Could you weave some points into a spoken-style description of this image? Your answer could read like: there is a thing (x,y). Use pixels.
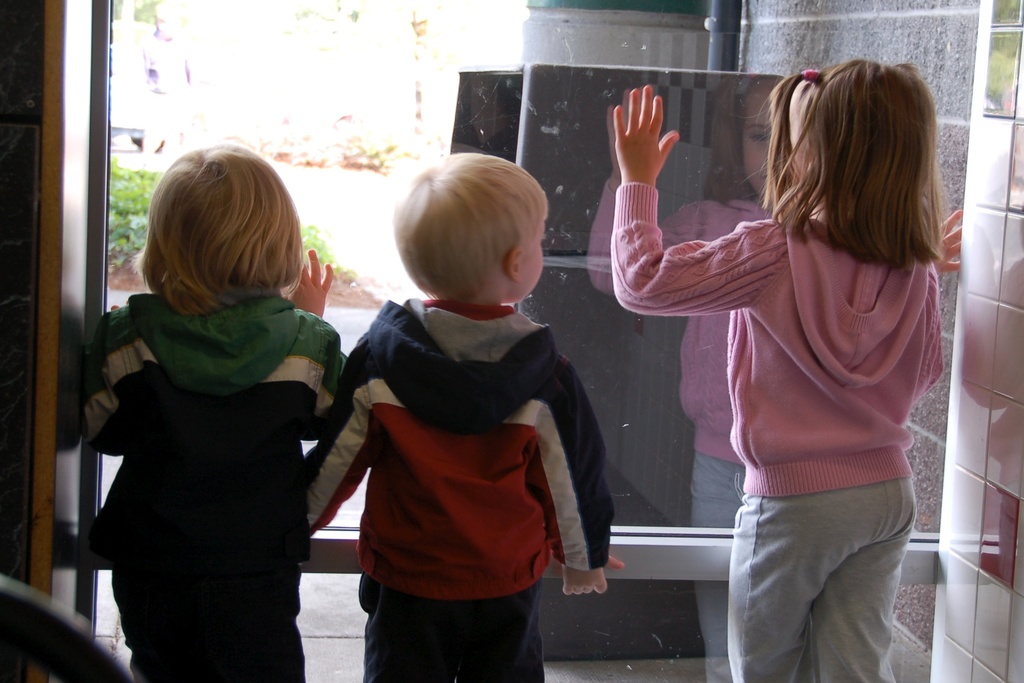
This image consists of 3 kids (545,410). There is a grass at the left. They are standing.
